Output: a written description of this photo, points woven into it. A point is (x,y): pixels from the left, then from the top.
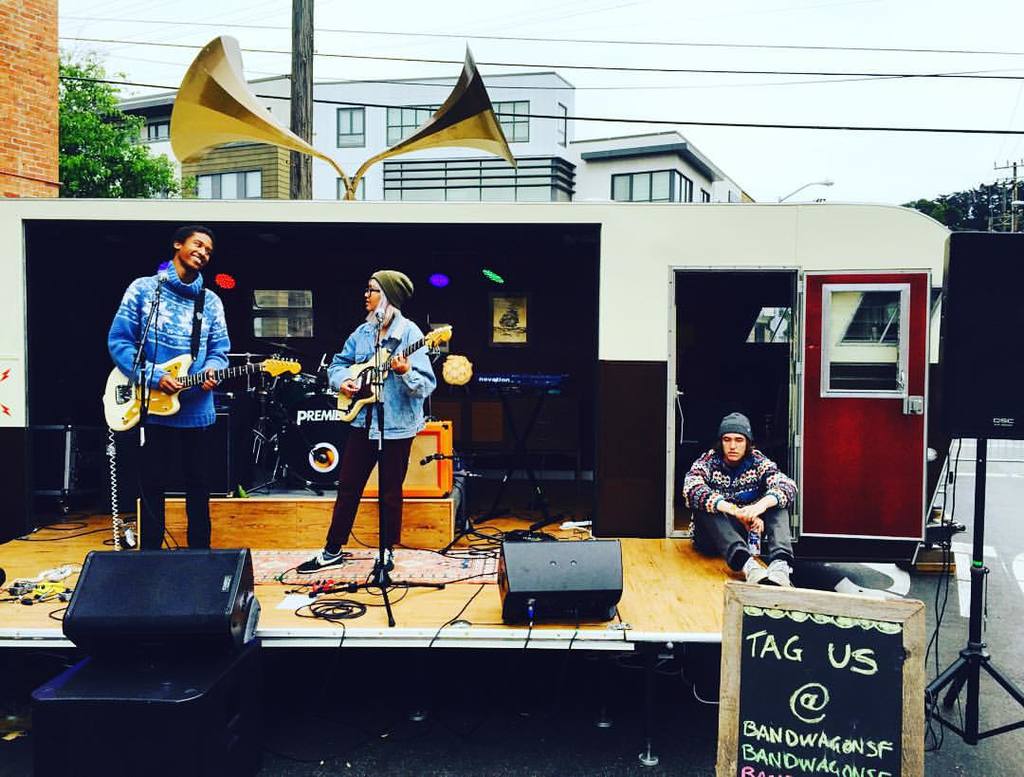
In this picture, we see the man (170,315) and the women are standing. Both of them are holding the guitars (296,361) in their hands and they are playing the guitars (228,378). In front of them, we see the microphones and speaker boxes (159,556). The man (774,581) on the right side (765,569) is sitting on the stage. Behind him, we see a wall (645,308) in white and red color. In front of him, we see a board (783,674) in black color with some text (837,768) written on it. Beside that, we see the stand (980,627) and speaker box (971,372). In the background (435,141), we see the megaphones (238,141), trees (128,142), electric poles (298,180), wires (689,124) and buildings (615,168). At the top (747,128), we see the sky (735,138).
